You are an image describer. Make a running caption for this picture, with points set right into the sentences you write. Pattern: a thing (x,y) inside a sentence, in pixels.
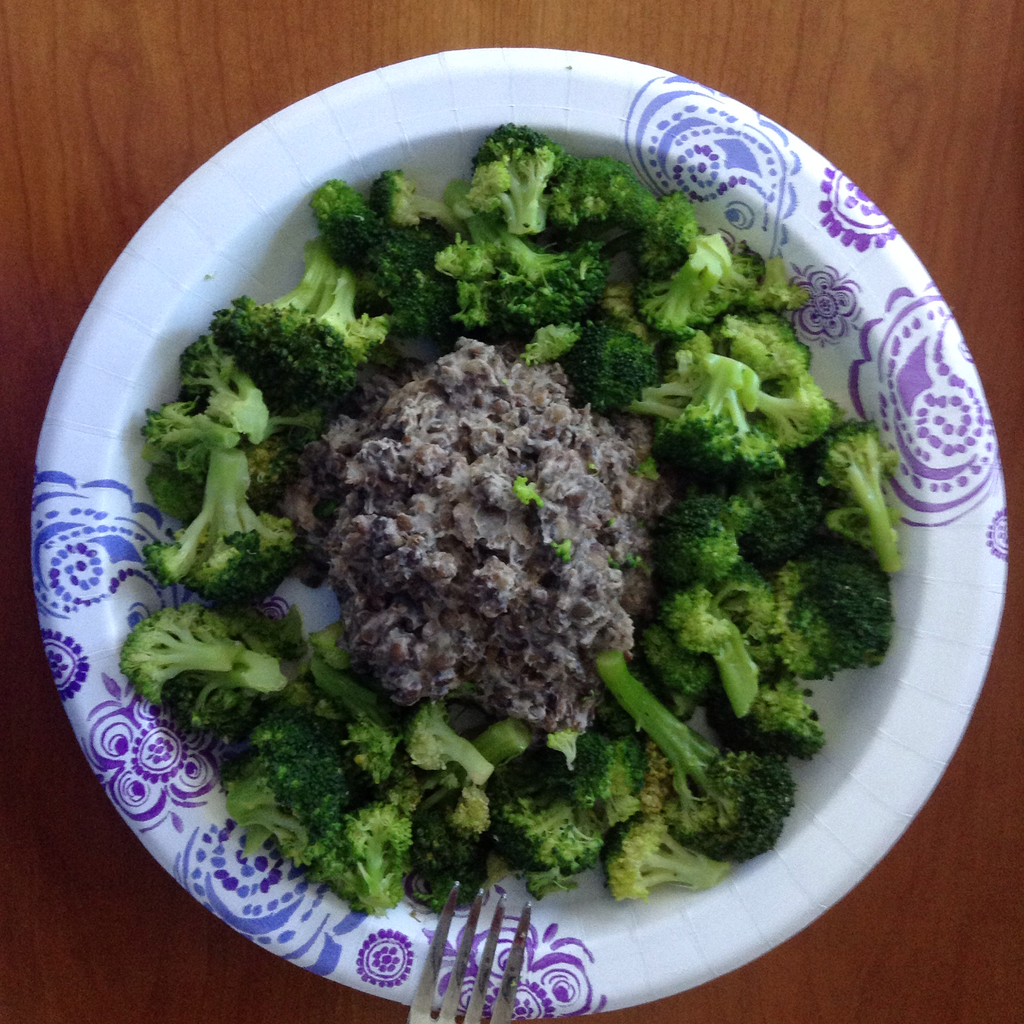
In this image I can see a bowl (487,914) of broccoli (551,889) and other food item (504,697). There is a fork (494,953) on a wooden surface (980,51).
